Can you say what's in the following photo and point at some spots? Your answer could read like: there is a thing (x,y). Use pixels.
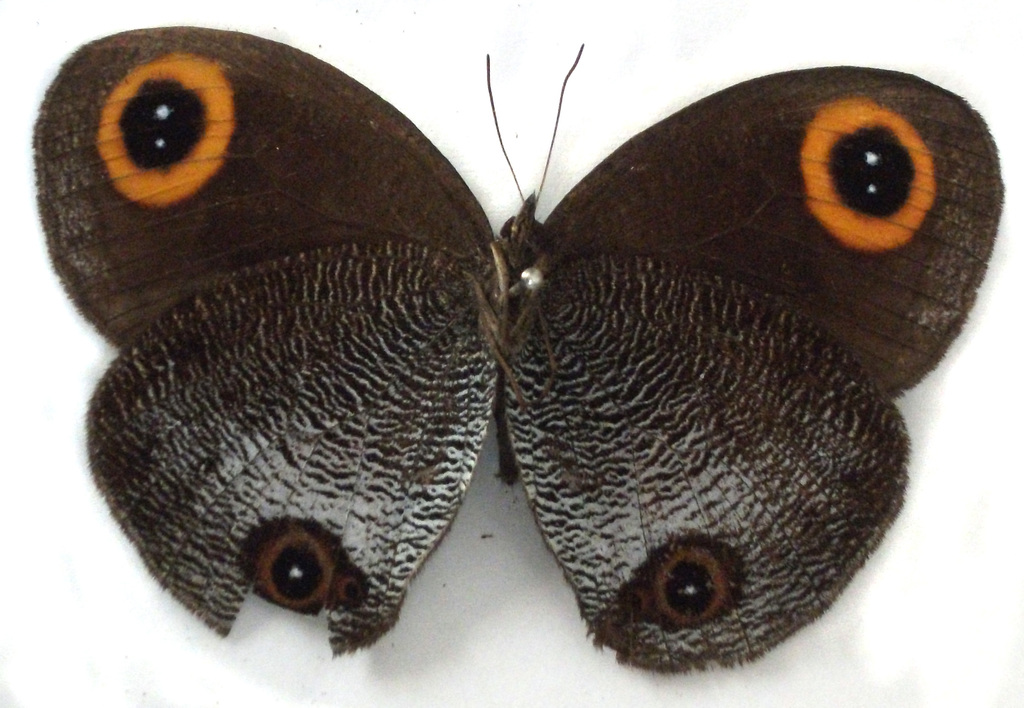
In the given image i can see a butterfly (548,446) and in the background (127,633) i can see the white surface (127,633).
